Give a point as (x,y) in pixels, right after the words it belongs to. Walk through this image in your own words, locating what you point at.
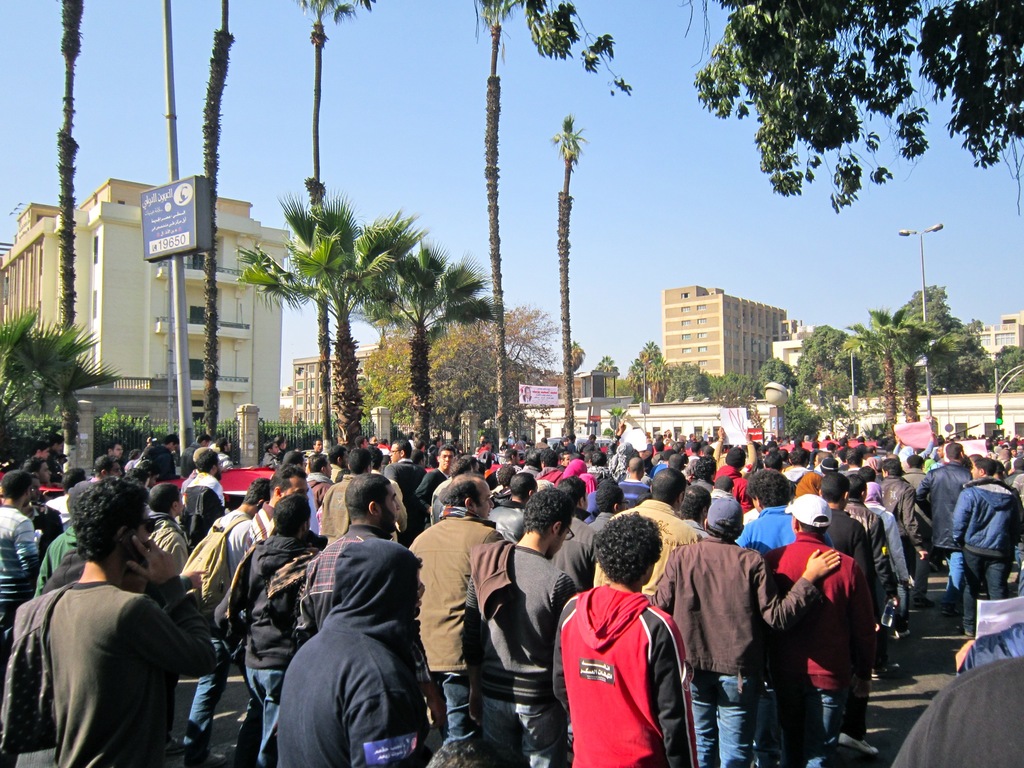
There are group of people (408,505) standing. Among them few of them are holding placards (907,433). These are the trees (311,248). I can see the buildings (684,422). Here is a banner (543,397) hanging. This is the street light (923,260). Here is a traffic signal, which is attached to the pole (997,388). These look like barricades (275,435) attached to the pillars (245,454).
